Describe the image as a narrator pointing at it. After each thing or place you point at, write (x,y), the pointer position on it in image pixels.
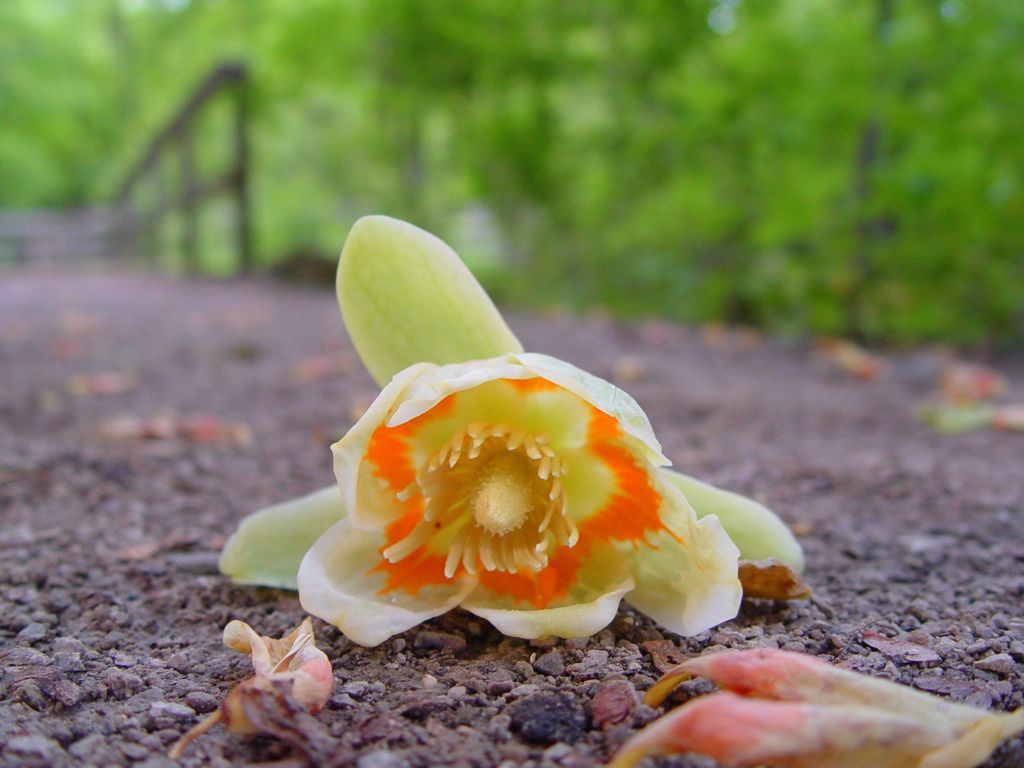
At the bottom of the picture (393,719), we see small stones (451,698) and the dry flowers (297,689). In the middle (417,311), we see a flower (681,559) in yellow and orange color. On the left side (58,223), we see a wall (80,215) and the railing (142,157). There are trees (650,177) in the background (753,164). This picture is blurred in the background (310,266).
